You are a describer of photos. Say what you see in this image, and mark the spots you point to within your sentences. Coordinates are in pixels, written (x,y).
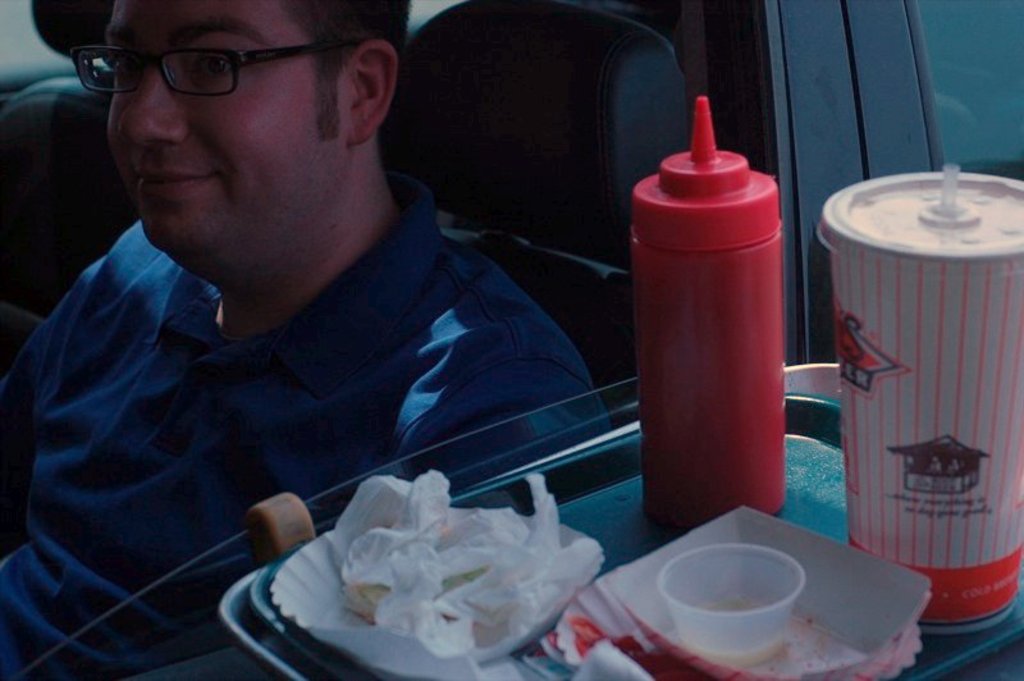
In the foreground (723,459), I can see bottles (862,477), plates (555,600), bowl (749,589) and papers (464,586) in a tray (804,430). In the background (324,332), I can see a person (255,466) is sitting on a chair (551,175). This image is taken, maybe during night.
